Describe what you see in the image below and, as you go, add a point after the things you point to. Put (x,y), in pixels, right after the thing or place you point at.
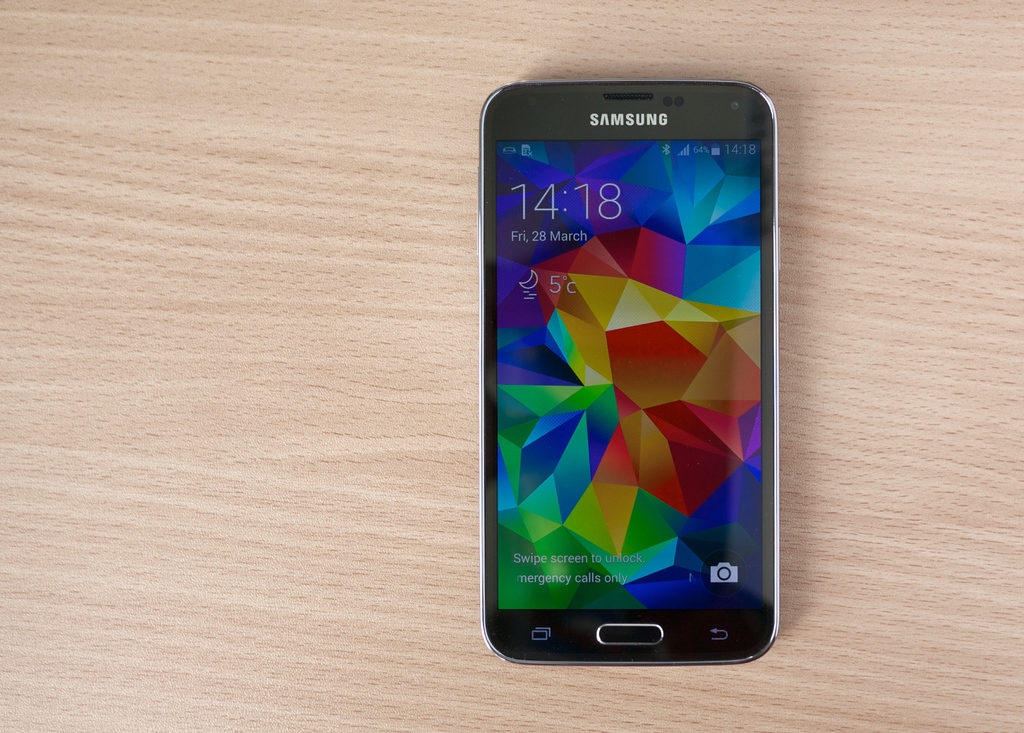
In this image we can see a mobile phone (520,462) placed on the wooden surface (566,672).
